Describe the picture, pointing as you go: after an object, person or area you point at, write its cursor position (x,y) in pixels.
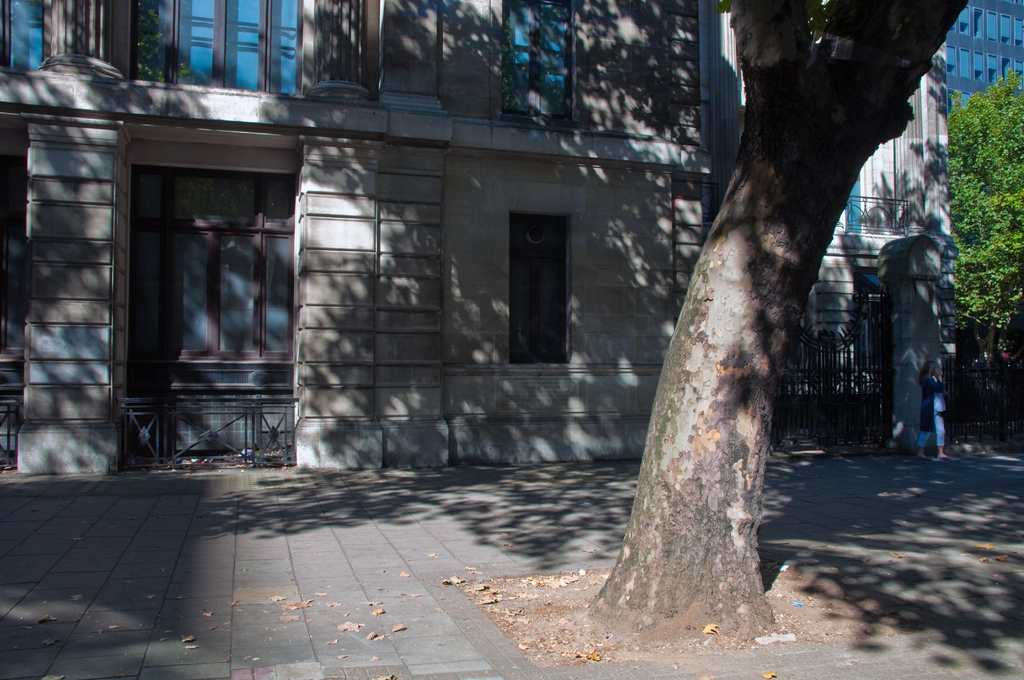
In this image I can see few buildings (561,241), windows (192,27), trees (770,234), fencing (976,378) and one person (918,438) is standing.
